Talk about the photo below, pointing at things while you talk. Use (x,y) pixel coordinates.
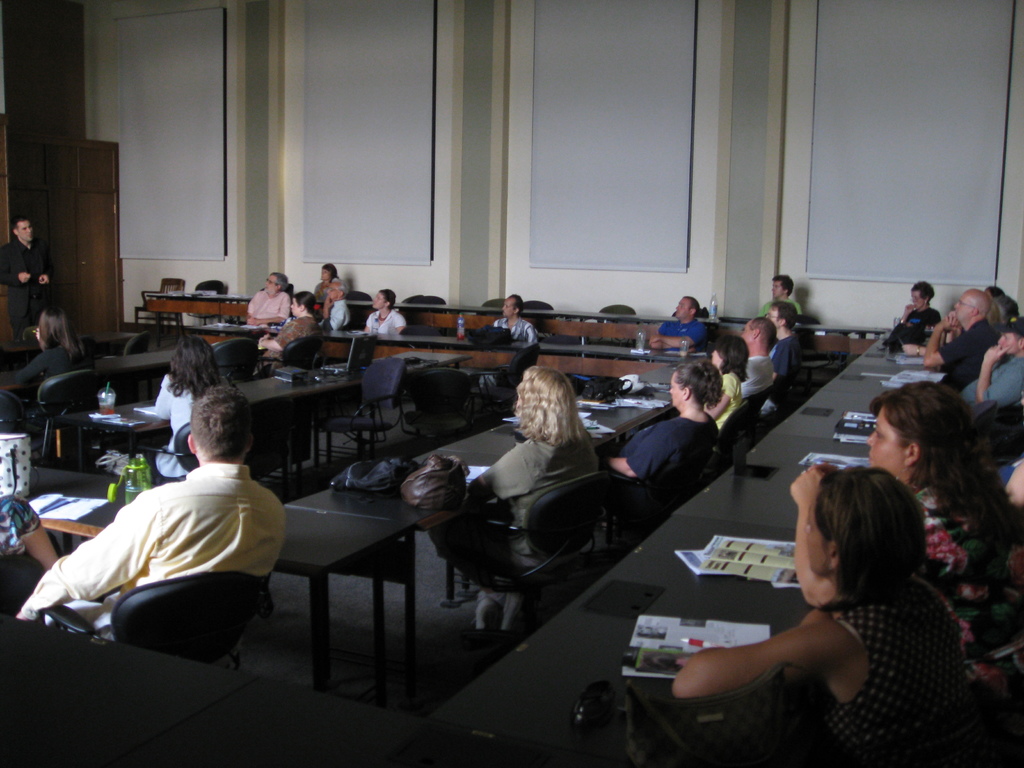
In this picture there is a inside view of the hall (391,637) in which some girls (707,383) and boys (754,359) are sitting on the chairs (501,521). On the left corner (30,300) there is a man (43,292) standing and explaining something. In the background (442,112) we can see white wall (233,206) and some empty posters (887,185).
